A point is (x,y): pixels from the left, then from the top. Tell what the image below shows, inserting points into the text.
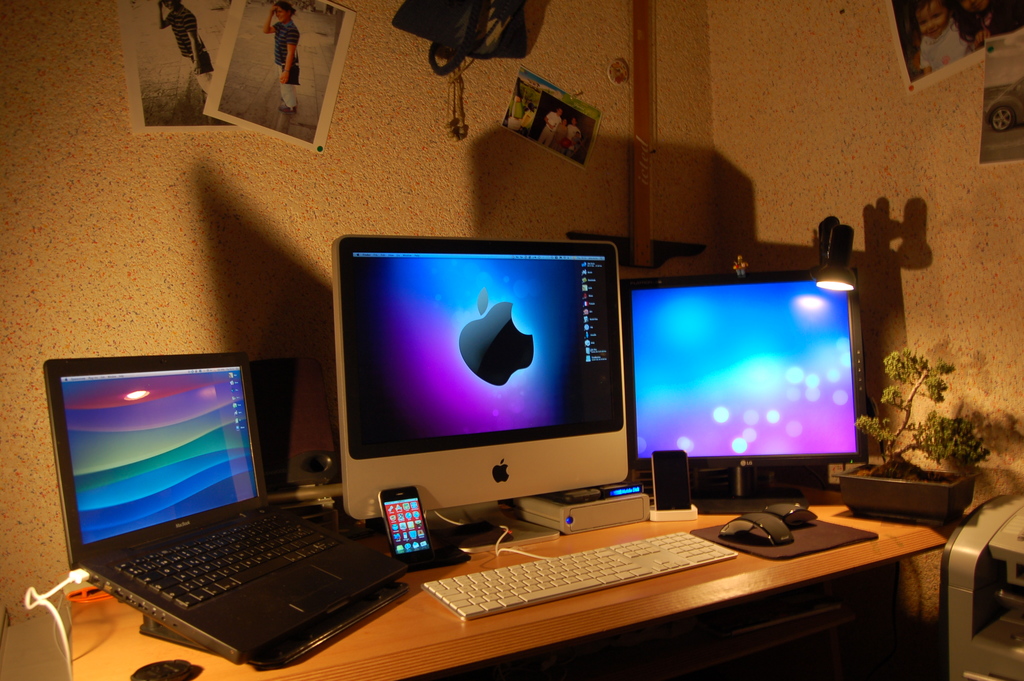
This is a room (325,501) at the corner on the table (323,664) there is a laptop (191,496), mobile phone (422,532), 2 PC's (614,379), keyboard (647,561), mouse (757,525) and a bonsai plant (890,483). On the wall (365,135) there are photographs (313,80) attached to it and a poster (536,122).
